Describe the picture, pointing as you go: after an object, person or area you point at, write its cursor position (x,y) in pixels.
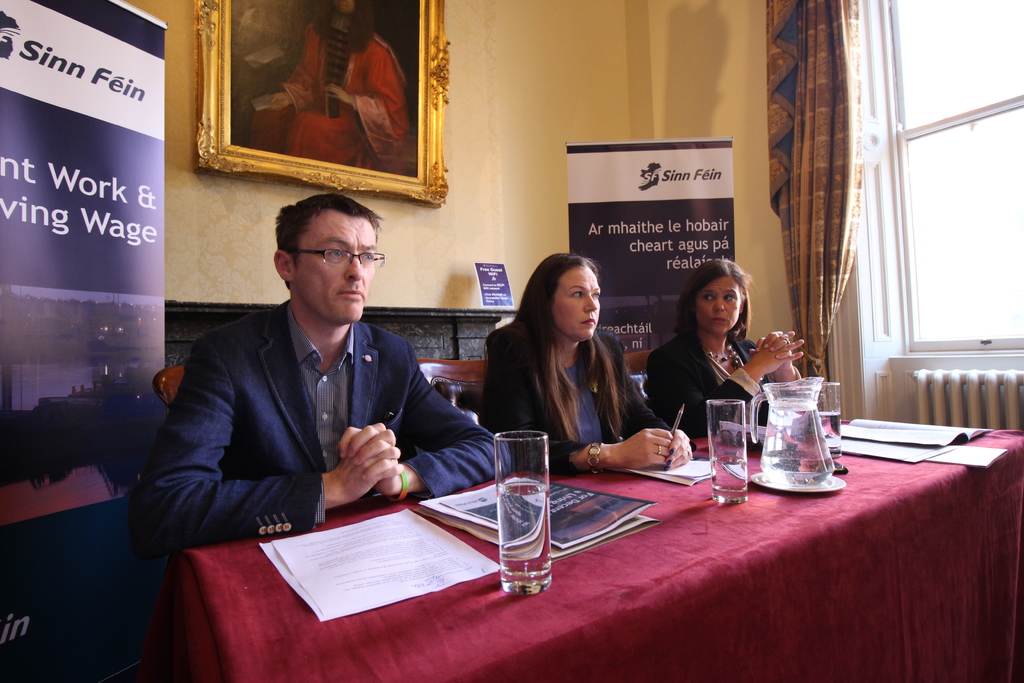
There are 2 ladies (583,347) and one man (307,396) with the black jackets (431,398). In front of them there is a table (763,533) with red color cloth (707,605). On the table (553,594) there are papers (401,568), books (597,513), glass (500,504), jar (772,462) and a plate (825,490). To the left side (54,258) there is a poster (80,425). And to the right side (947,229) there is a window (905,121) with curtain (790,206). In the background (375,87) there is a frame (402,50), cupboard (472,313) and a poster (634,230).
